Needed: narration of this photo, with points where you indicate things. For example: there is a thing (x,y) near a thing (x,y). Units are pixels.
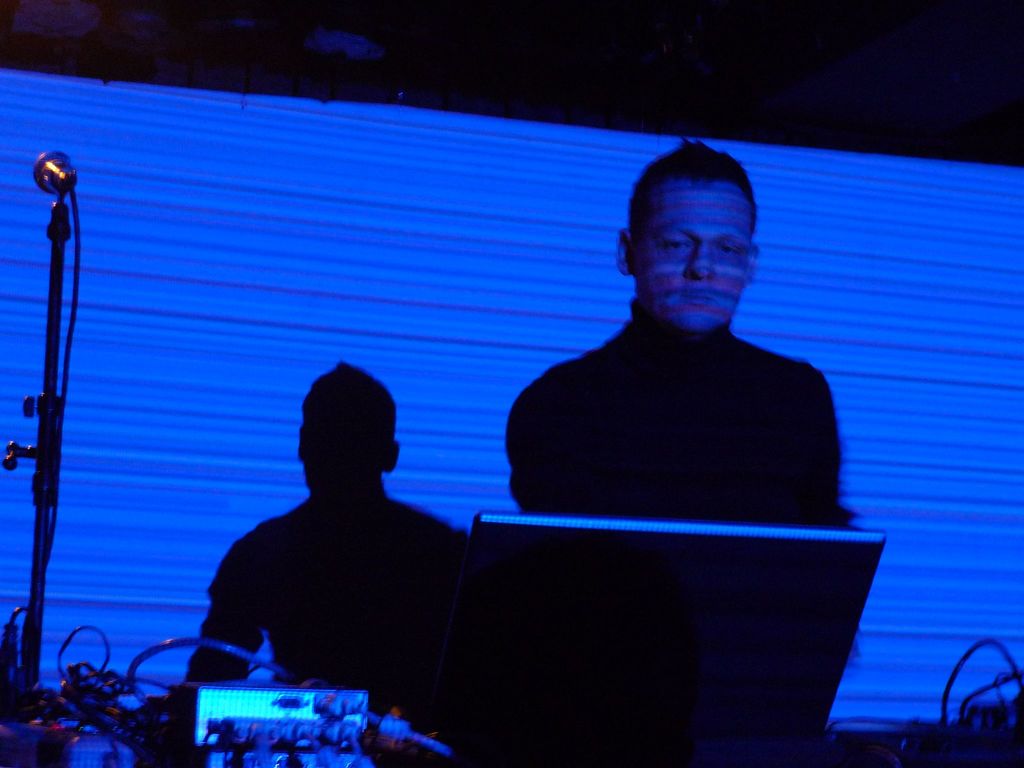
In this image we can see a man (801,518), mike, cables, and devices (540,532). In the background (306,348) we can see shadow (343,472) of a person (307,399) on the banner (519,176).
